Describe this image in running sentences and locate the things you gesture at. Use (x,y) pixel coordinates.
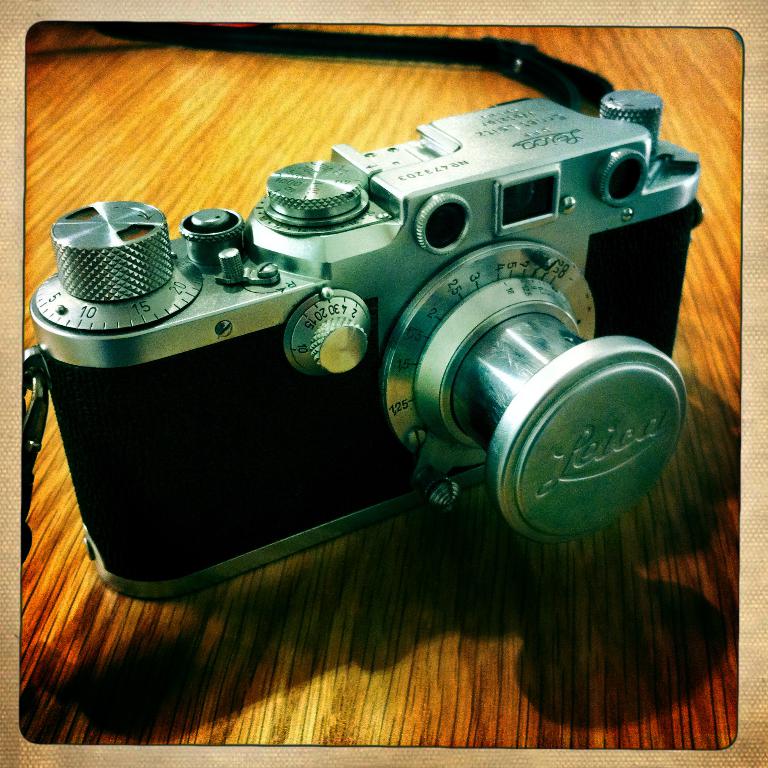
In this image we can see a camera (327,306) on the wooden surface (278,657).
